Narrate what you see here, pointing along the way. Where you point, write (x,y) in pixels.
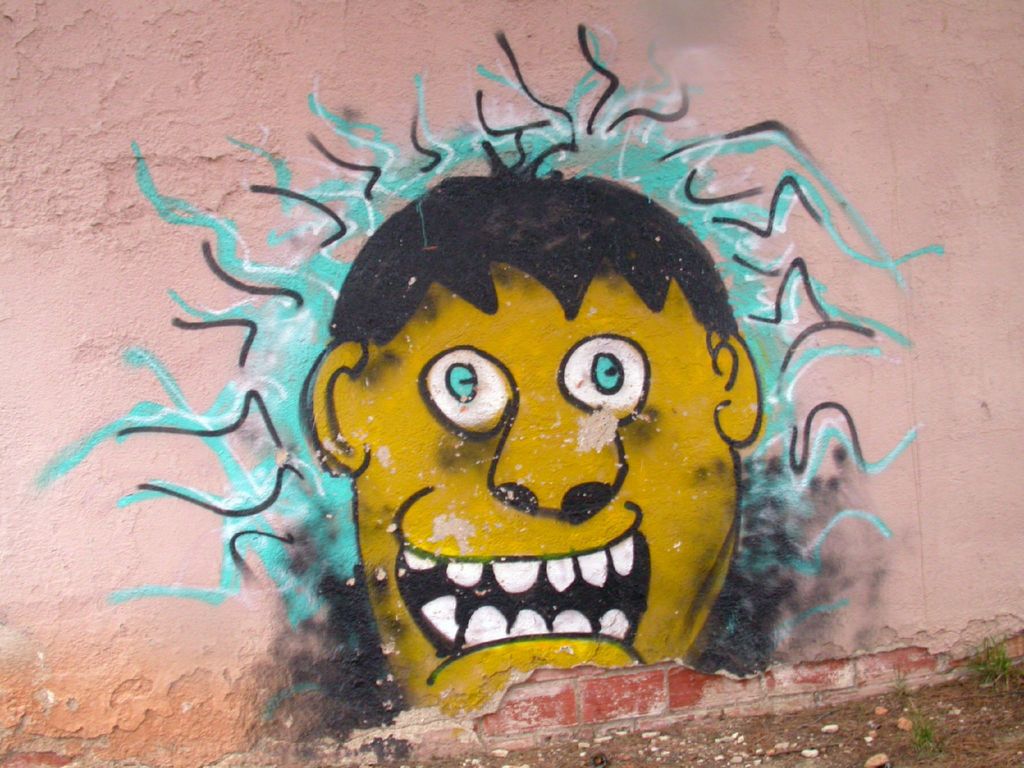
In this image there is a wall (516,84) and we can see a painting (677,507) of a man's face (657,417) on the wall (459,408).
